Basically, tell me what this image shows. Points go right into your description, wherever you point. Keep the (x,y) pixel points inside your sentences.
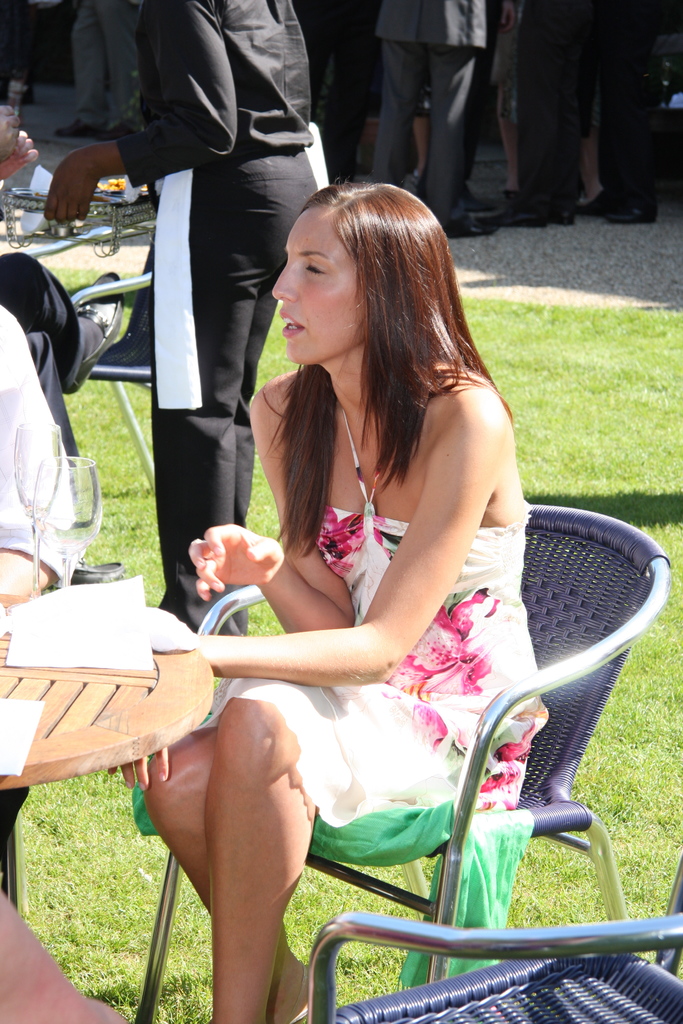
This picture shows a woman (399,289) seated on a chair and a table (181,686) in front of her and a person (131,157) standing and serving food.
